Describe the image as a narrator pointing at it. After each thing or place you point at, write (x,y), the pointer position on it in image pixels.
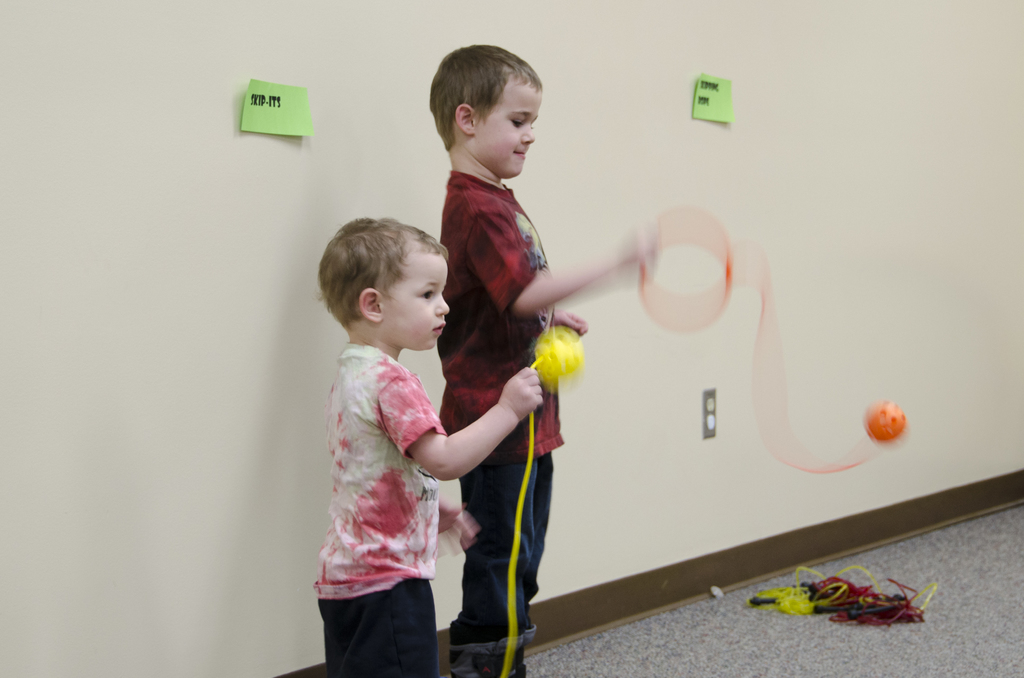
In this image we can see two boys (436,428) wearing dress (531,541) are standing on ground (535,664) holding some objects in their hands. To the right side of the image (858,589) we can see group of ropes (811,605) placed on the ground (808,641). In the background (706,110), we can see two papers (283,105) with some text (702,97) pasted on wall (776,321) and a switch board (710,422).
